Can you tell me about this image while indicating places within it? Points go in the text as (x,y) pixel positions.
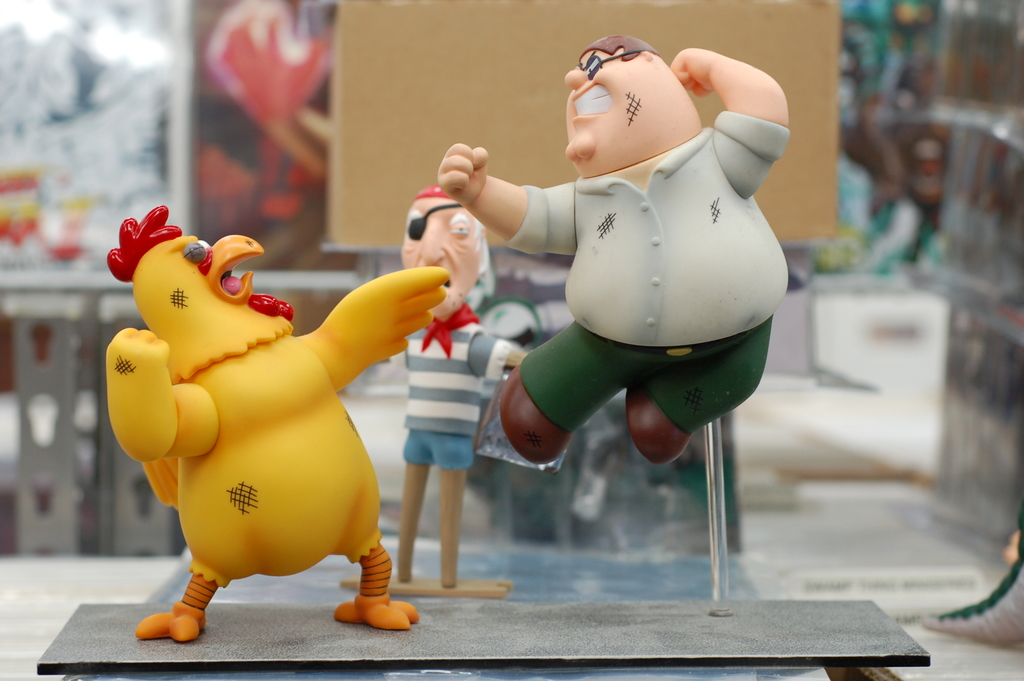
In this picture, we see the figures (509,397) of two men (624,271) and a hen (443,279). It is in yellow color. On the right side (952,291), we see a wall (943,93). In the middle (372,263), it looks like the iron benches (314,279). In the background (398,115), we see a wall (432,98) on which photo frames (193,99) are placed. This picture is blurred in the background (836,395).
